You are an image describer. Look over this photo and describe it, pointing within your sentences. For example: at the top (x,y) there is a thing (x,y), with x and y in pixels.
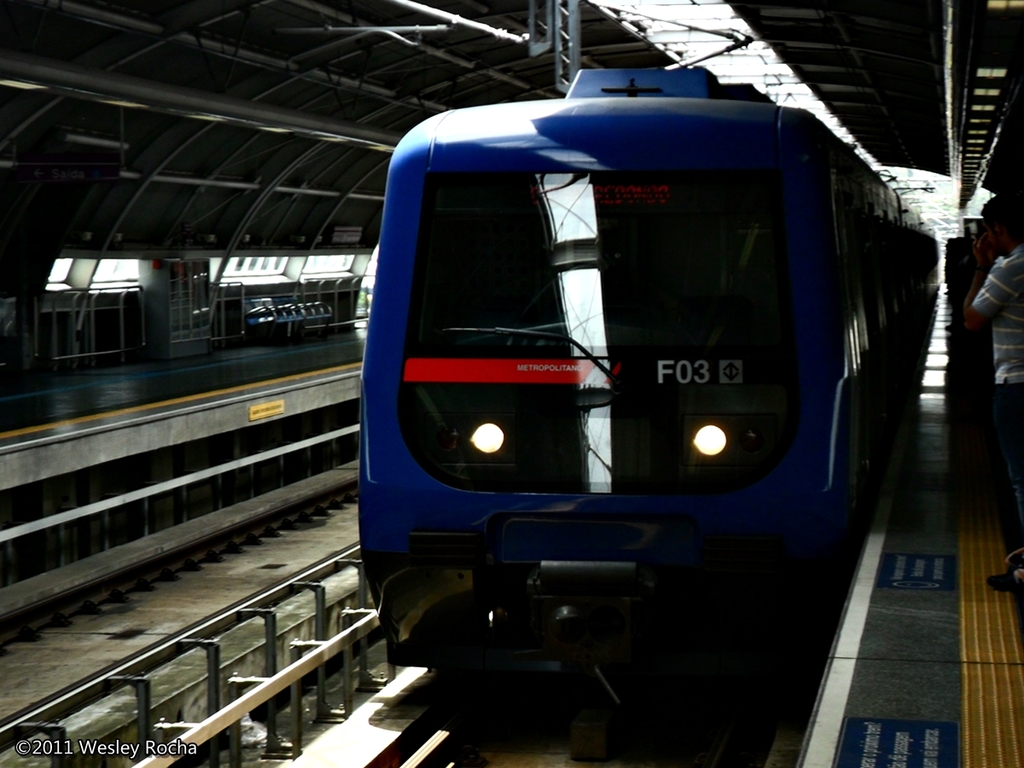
Here we can see a train (697,543) on a railway track (468,726) and on the right (983,297) there are few persons (986,383) standing on a platform (968,449). In the background (225,139) we can see roof (200,43), poles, chairs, railway track (147,646) and other metal objects (112,679).
